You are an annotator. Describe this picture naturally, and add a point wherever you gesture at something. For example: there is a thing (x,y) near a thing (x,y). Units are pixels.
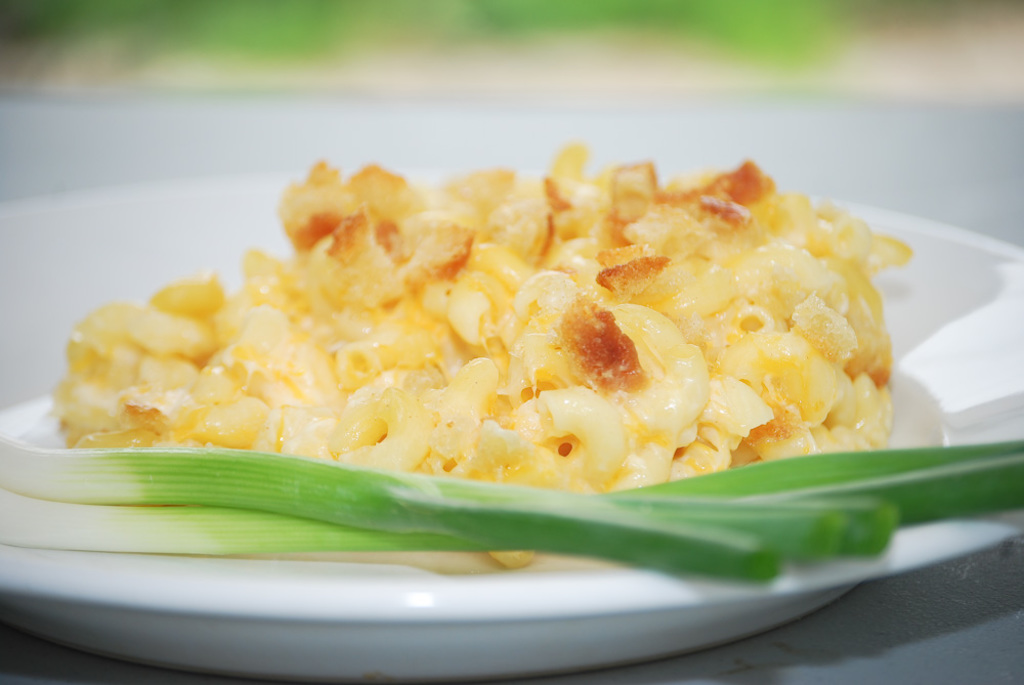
In this image I can see yellow colour food (544,423) and green colour thing (658,541) in this white colour plate (961,311). I can also see this image is little bit blurry from background (336,15).
